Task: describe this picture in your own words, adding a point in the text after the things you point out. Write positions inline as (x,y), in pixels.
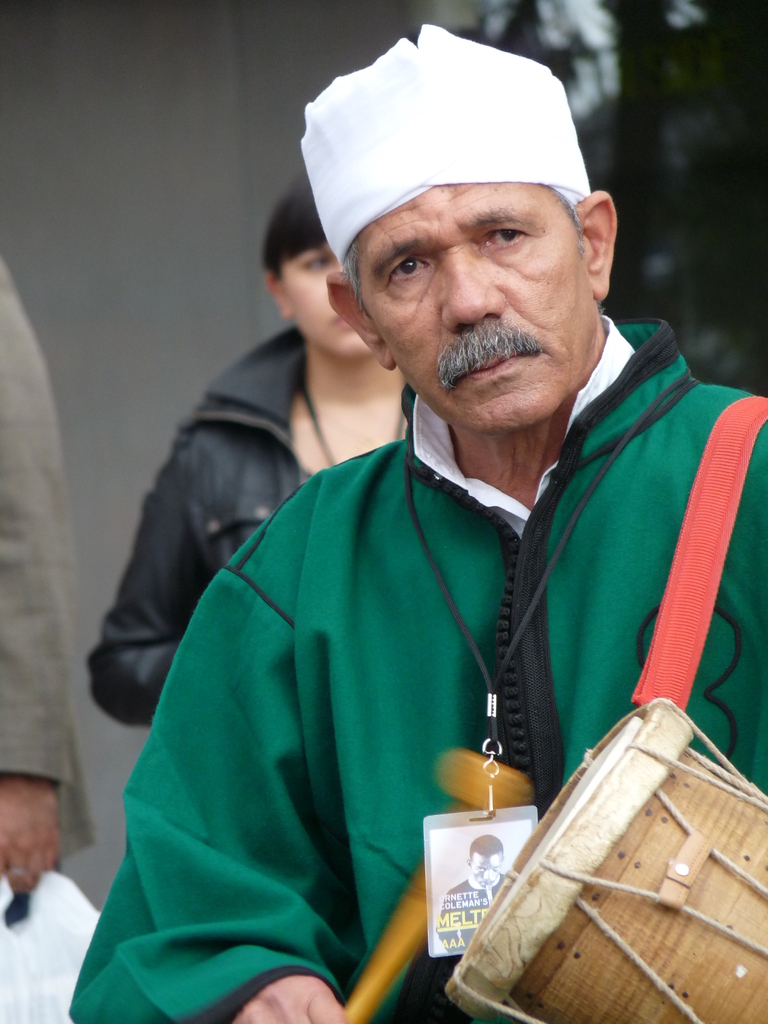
In this image I can see a man (350,555) and I can see he is wearing green colour dress (467,649) and an ID card (433,820). I can also see he is holding a stick (470,770) and carrying a musical instrument (641,867). In the background (180,456) I can see few more people (149,514) are standing and I can see this image is little bit blurry from background (58,121).
